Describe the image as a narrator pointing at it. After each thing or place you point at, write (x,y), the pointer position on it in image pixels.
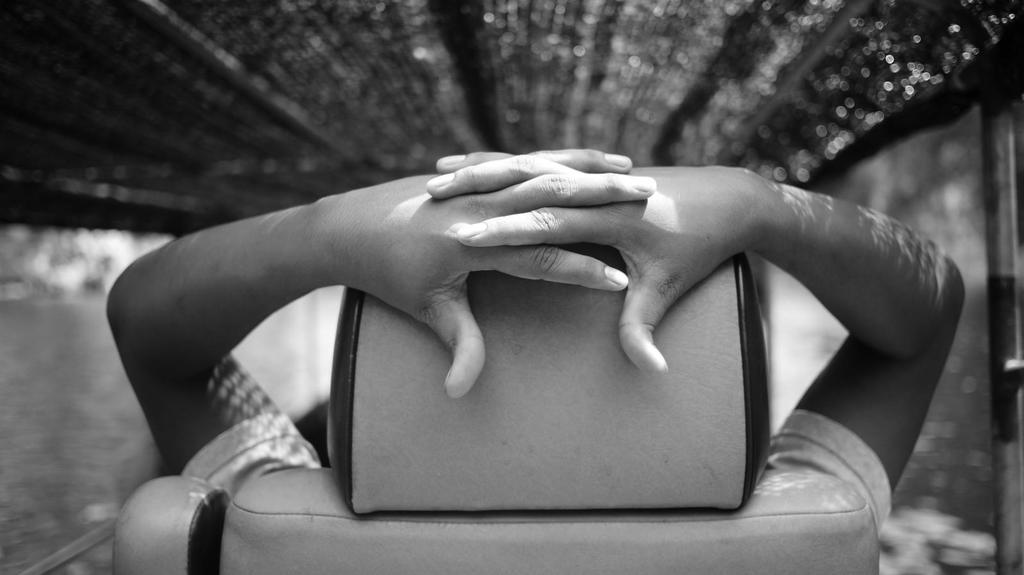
In this image there is one person (448,319) it seems that he is sitting, and it looks like he is in a boat (172,99) and also I could see some water (284,313) and there is a blurry background (928,148).
